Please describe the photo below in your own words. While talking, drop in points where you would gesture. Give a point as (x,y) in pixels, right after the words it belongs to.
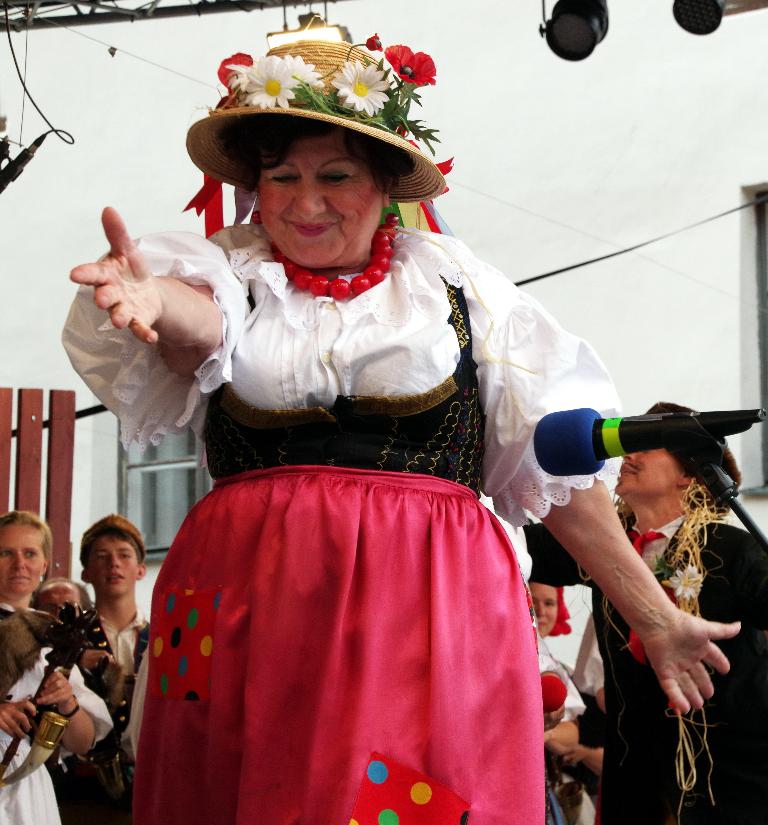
In this image there is a person (230,489) in a fancy dress (265,491) is standing and smiling, there is a mike (594,453) with a mike stand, and in the background (759,755) there are group of people (741,756) in fancy dresses (709,744) are standing, focus lights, lighting truss (29,19), building (266,48).
